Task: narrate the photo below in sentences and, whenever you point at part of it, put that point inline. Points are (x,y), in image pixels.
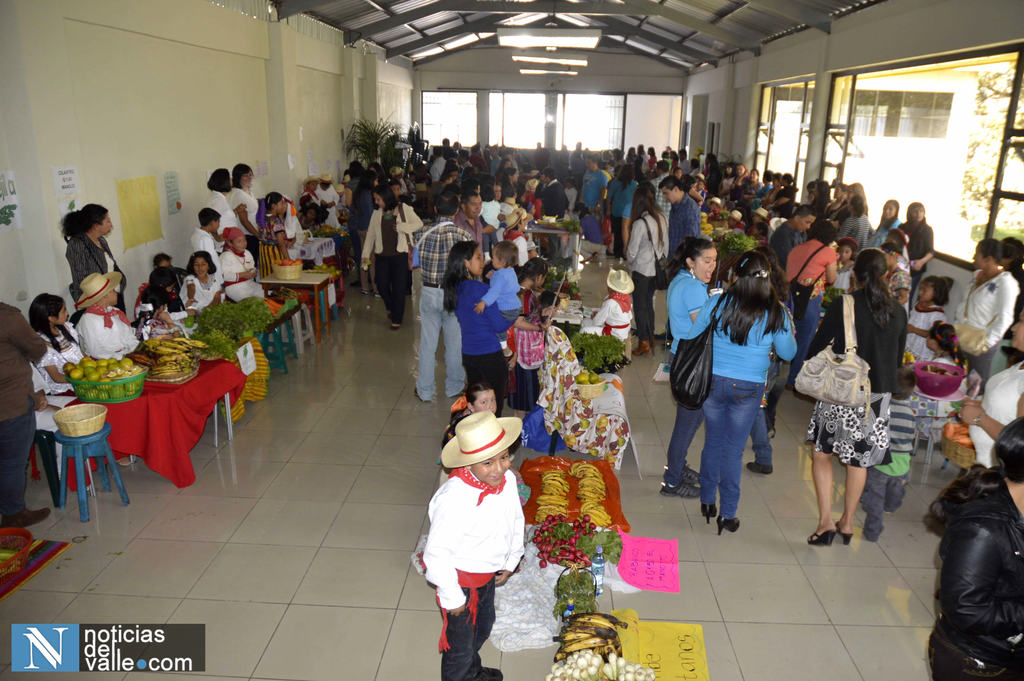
This picture is clicked inside. On the right (705,446) we can see the group of persons (724,454) standing on the ground (754,482) and there are some objects (591,470) placed on the ground (331,416). On the left (212,267) we can see the group of persons (225,256) sitting on the chairs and we can see the tables (263,366) on the top of which baskets (131,387) containing fruits (188,358) and many other items (245,324) are placed. At the top (671,3) there is a roof (694,3), lights (523,42). In the background (442,112) we can see the wall (474,85), windows (974,169) and posters (148,197) attached to the wall (189,128) and through the window (975,112) we can see the tree (993,96) and a building (938,161). In the bottom left corner (100,642) there is a watermark (152,653) on the image.
